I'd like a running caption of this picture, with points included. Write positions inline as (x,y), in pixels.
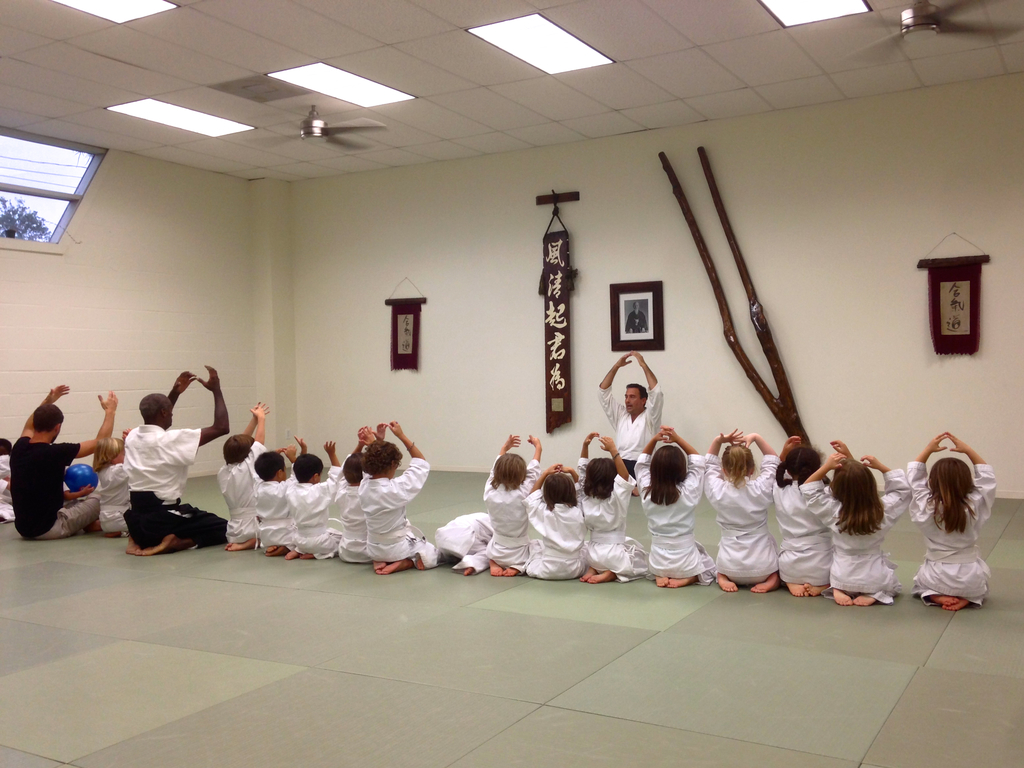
People (949,498) are sitting in a hall (202,490) and raising their hands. They are wearing white dresses (925,489). A person (36,483) at the left (32,474) is wearing a black t shirt (44,470). A person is holding a blue ball (90,479). A person (626,411) is sitting at the back (634,438). There are photo frames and other items (568,395) hanging on the wall (835,299). There are lights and fans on the top (955,14). There is a ventilator (6,224) at the left (24,233) through which we can see a tree (31,229).
